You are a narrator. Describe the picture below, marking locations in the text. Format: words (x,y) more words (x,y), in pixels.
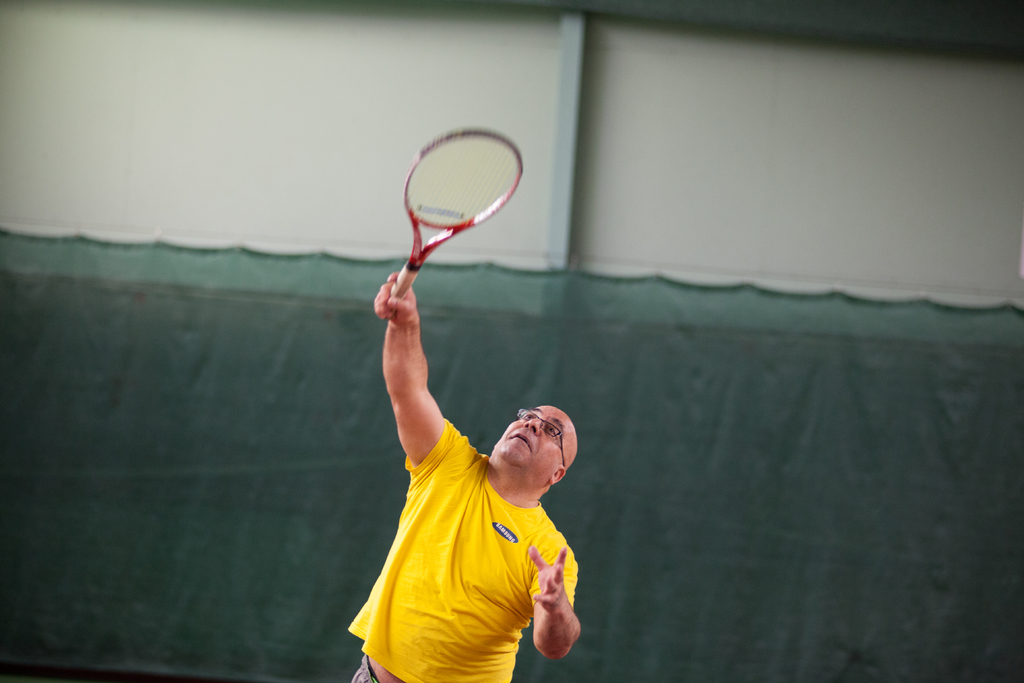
This is the man (473,551) standing and holding a tennis racket (406,278) in his hand (403,321). He wore a yellow T-shirt (455,572) and a spectacle (562,453). In the background (584,330), that looks like a cloth (726,372) hanging, which is green in color. This is the wall (732,132).
